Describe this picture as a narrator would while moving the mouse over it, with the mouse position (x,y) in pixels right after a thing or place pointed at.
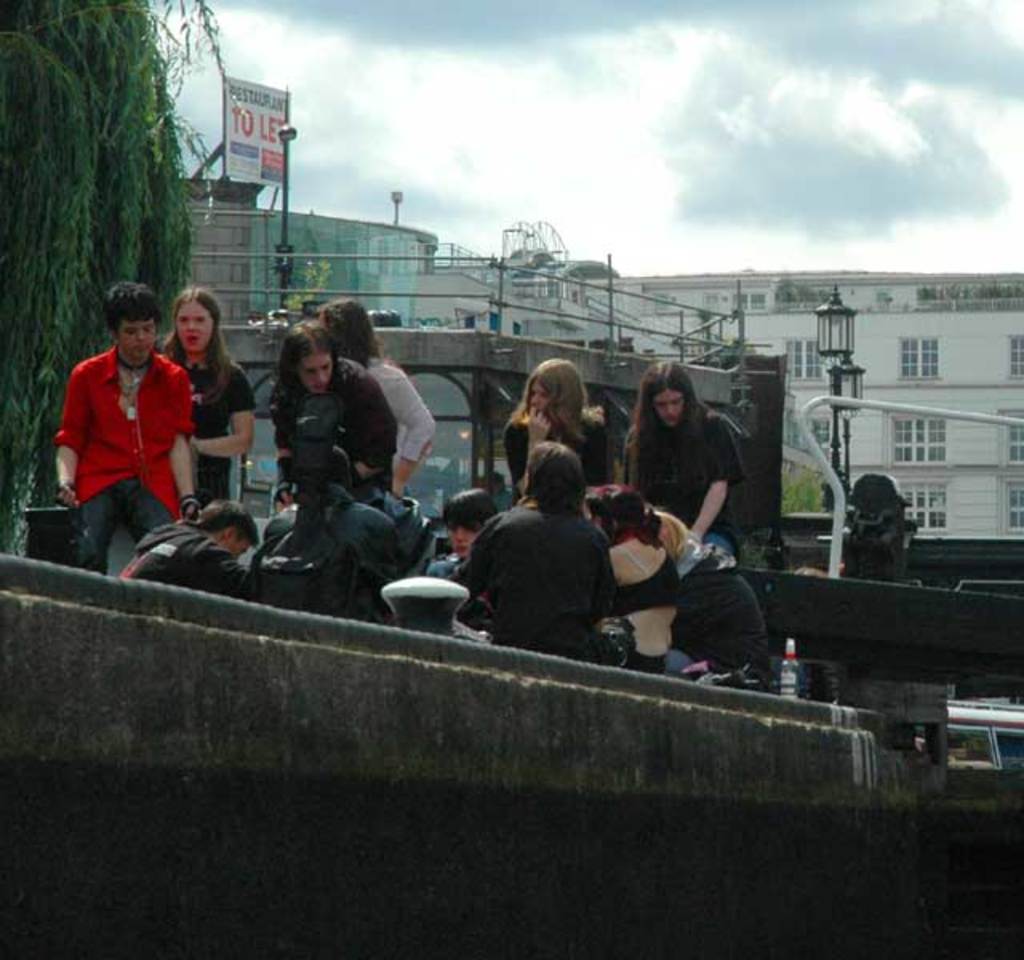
In the image I can see people (369,389) among them some are standing and some are sitting. In the background (256,186) I can see buildings (543,302), a board (248,150) which has something written on it, street lights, poles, a bottle (789,662) and some other objects (815,525). I can also see the sky (672,90).
